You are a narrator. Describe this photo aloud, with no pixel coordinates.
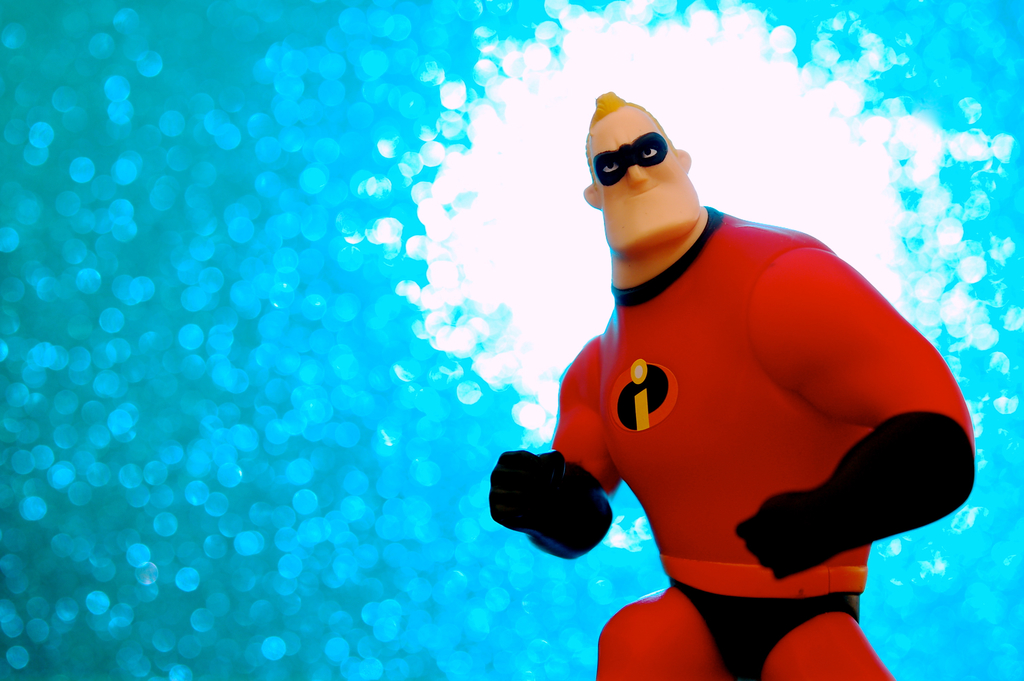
In this picture we can see a cartoon image.
